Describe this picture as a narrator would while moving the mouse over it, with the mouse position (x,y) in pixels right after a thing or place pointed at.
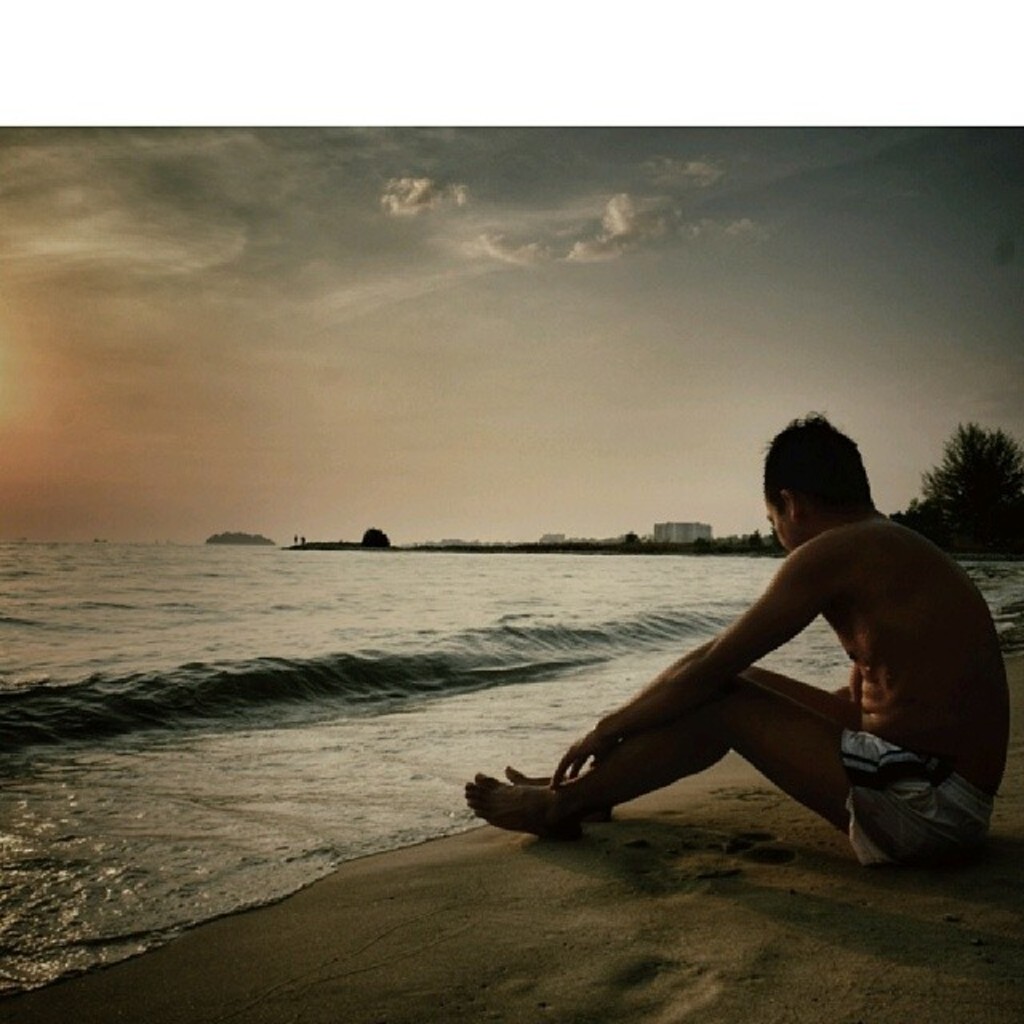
In this image there is a person (947,770) sitting on the sand (738,928). In front of him there is water (268,640). In the background of the image (962,464) there are buildings (675,537), trees (955,479) and sky (542,315).
